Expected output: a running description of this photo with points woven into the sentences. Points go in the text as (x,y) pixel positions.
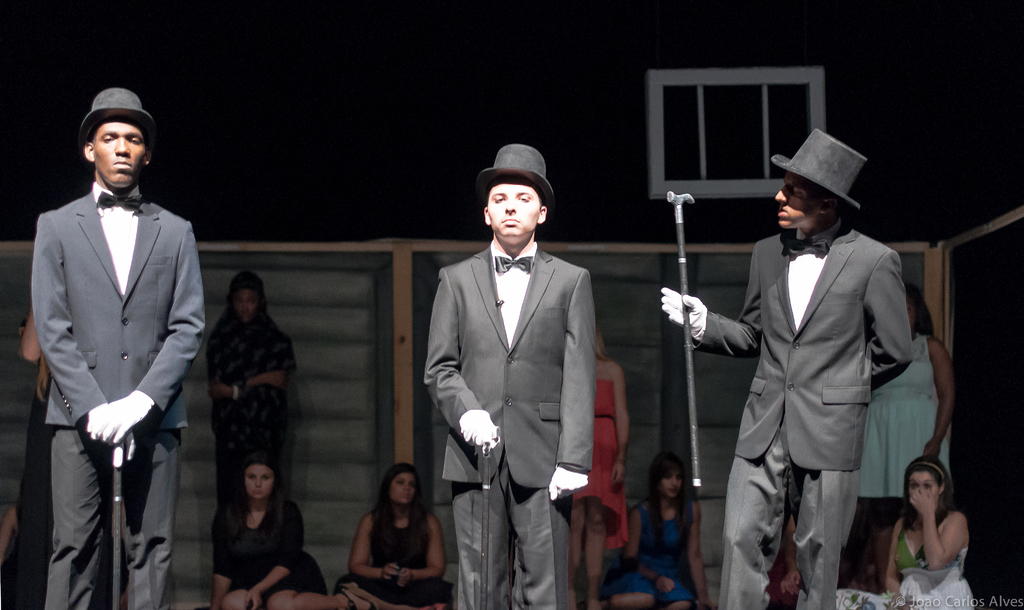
In this image I can see three persons (524,357) wearing hats (540,164), white shirts (515,289), grey blazer (524,359) and grey pants (510,517) are standing and I can see three of them are holding sticks (487,443) in their hands (467,438). In the background (246,293) I can see few persons (237,310) standing, few persons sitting and the dark background.
